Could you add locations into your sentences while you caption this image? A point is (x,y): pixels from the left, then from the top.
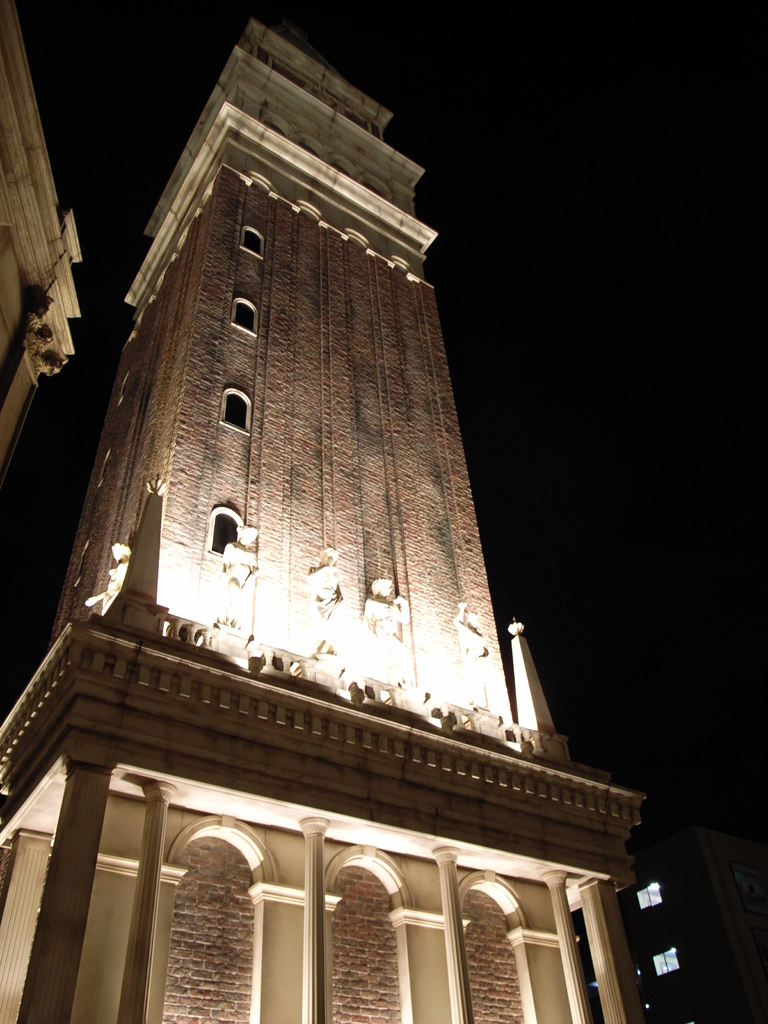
In this picture I can see few statues (331,592) in the middle (363,659), there is a building (238,453) with lights (359,657). On the right side (605,378) there is the sky (513,365).
